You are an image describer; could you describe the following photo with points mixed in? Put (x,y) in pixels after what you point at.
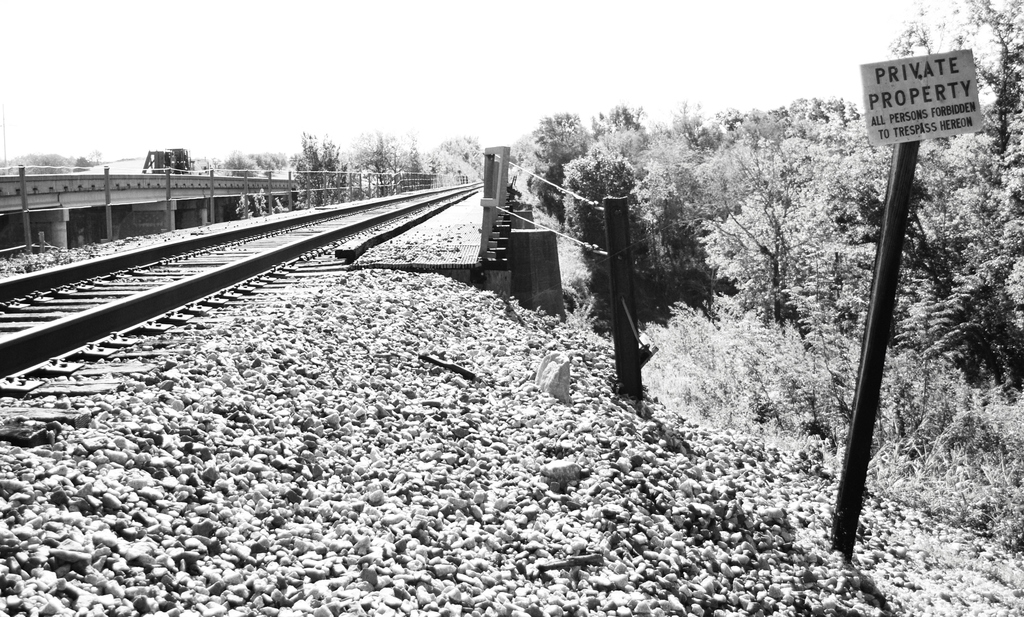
On the left side of the image (140,352) there is a railway track (84,318) and we can see a bridge (47,185). In the background (555,227) there are trees (773,254) and sky (498,39). On the right (878,403) there is a board (922,116) and we can see stones (234,526).
